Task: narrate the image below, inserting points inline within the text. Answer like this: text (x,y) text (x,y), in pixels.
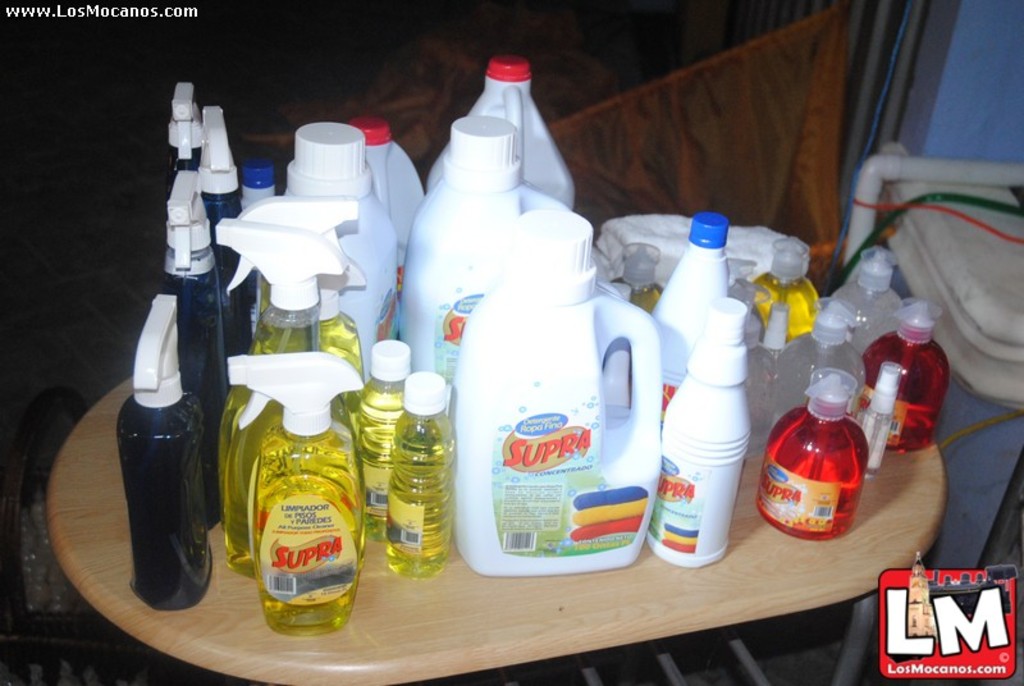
In the image there is a table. On table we can see few bottles (526,394) on right side (951,469) we can also see a pipe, wall (988,106), curtains (768,168) and a cloth (400,99) in background (761,181).
